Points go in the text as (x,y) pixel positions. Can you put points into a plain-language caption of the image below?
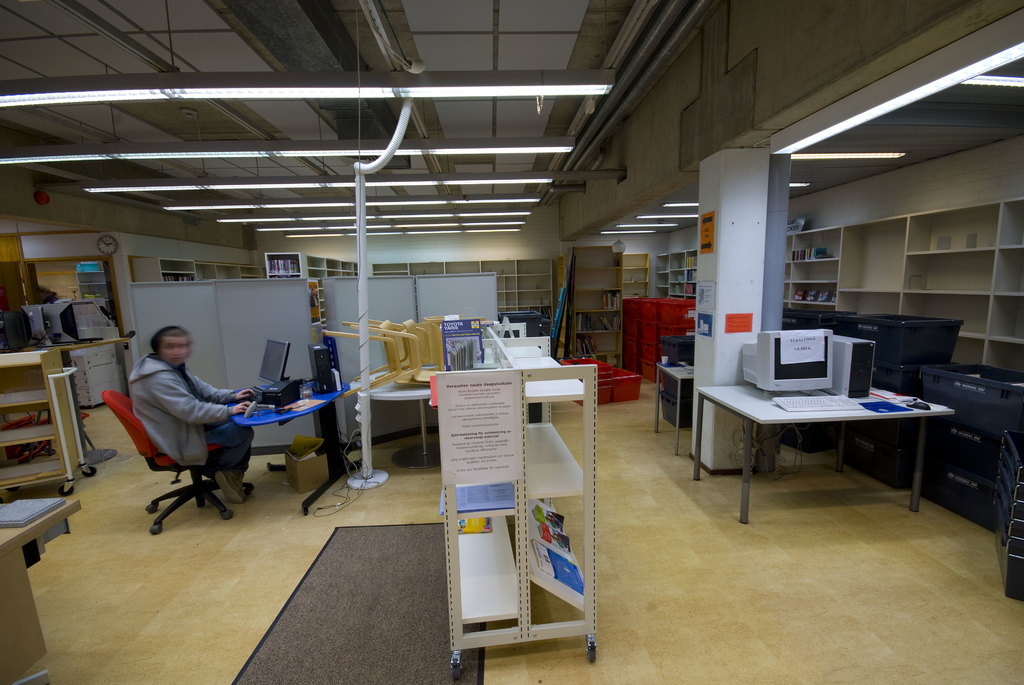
In the image there is a man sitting on the chair (138,442). And in the image there are tables (791,415) with monitors (818,381), CPU (851,374) and keyboards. And also there are many cupboards (869,302) with few books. On the right side of the image (947,342) there are black objects (928,347). And there are red boxes (642,320) in the background (655,313). There is a pillar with posters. In the background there is a wall clock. At the bottom of the image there is a floor mat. At the top of the image (345,196) there is ceiling (333,211) with lights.
